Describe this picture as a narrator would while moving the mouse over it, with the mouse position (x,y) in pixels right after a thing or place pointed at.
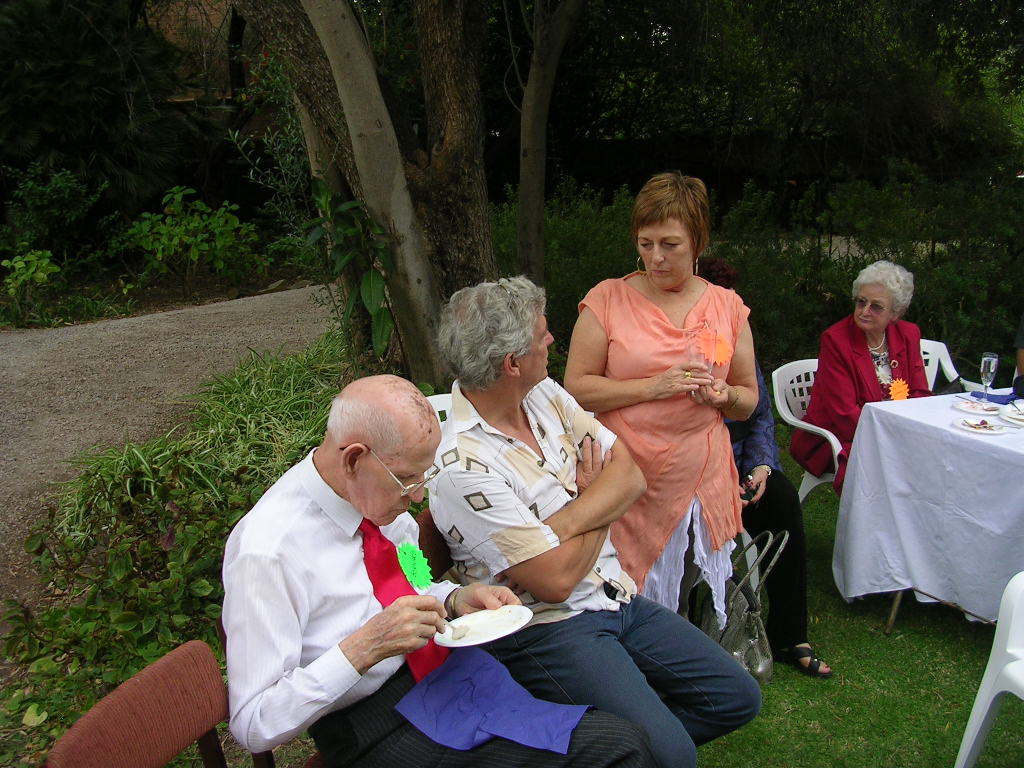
On the left side (341,663), there are two persons (522,386) sitting on chairs (435,564). One of them is holding a spoon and placing it on a white color plate (474,625). Beside him, there is a chair (202,669) arranged. On the right side (701,415), there is a woman (669,349) standing. Behind this woman (702,534), there is a person (767,491) sitting. Beside this person (807,644), there is a woman (819,371) sitting on a chair (798,413) in front of a table (951,396), on which there are food items (991,425) and a glass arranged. Near this table (1023,490), there are other two white color chairs (1004,662) on the ground (892,656), on which there is grass (910,711). In the background (745,52), there are trees (419,28), a road (108,348) and plants (246,215).
